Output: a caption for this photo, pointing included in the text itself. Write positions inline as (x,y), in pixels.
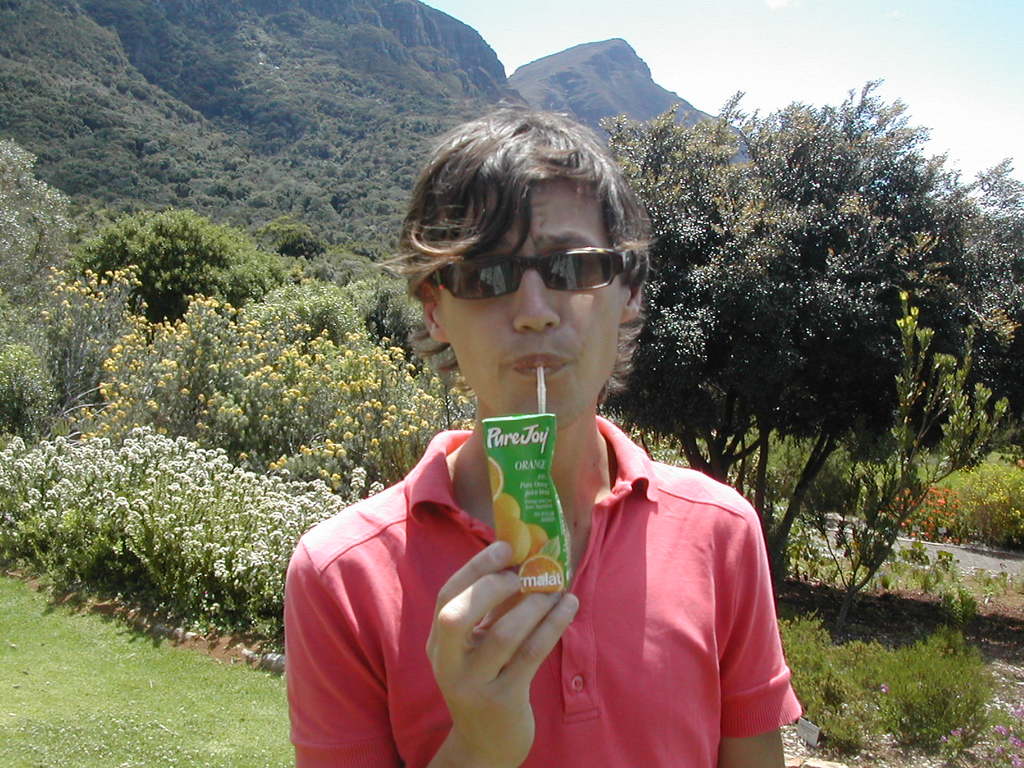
In this picture, we can see a person (594,467) is drinking, we can see the ground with grass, plants (291,508), flowers (333,367), trees (713,206), mountains (279,157), road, and the sky (775,93).
